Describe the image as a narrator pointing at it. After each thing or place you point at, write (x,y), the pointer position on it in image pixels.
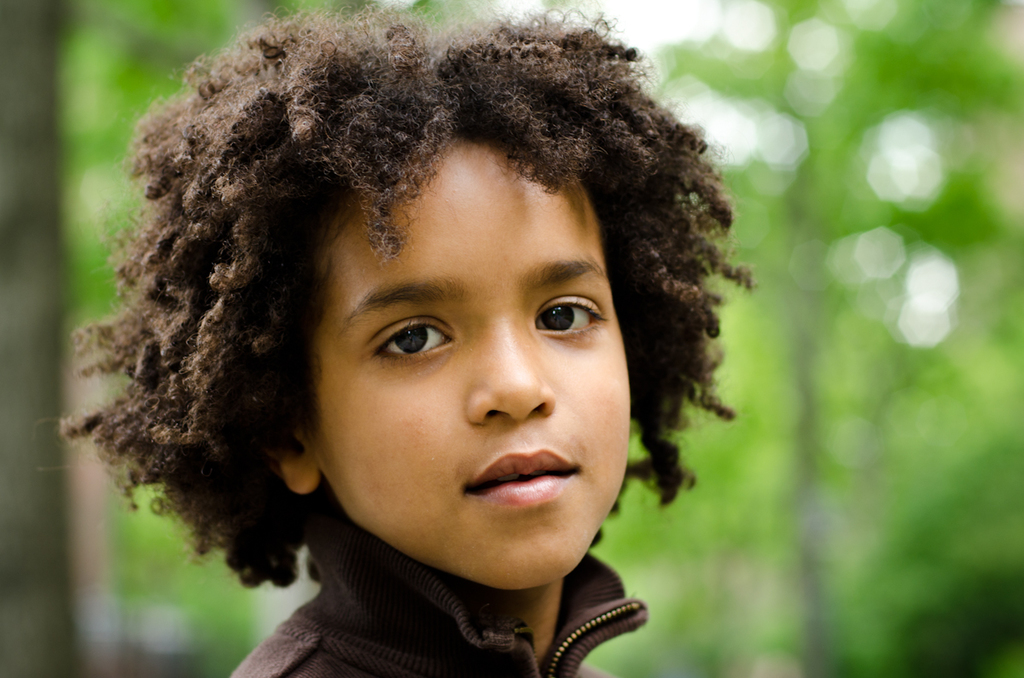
A boy (558,431) is looking at his side, he wore brown color coat (492,640).
